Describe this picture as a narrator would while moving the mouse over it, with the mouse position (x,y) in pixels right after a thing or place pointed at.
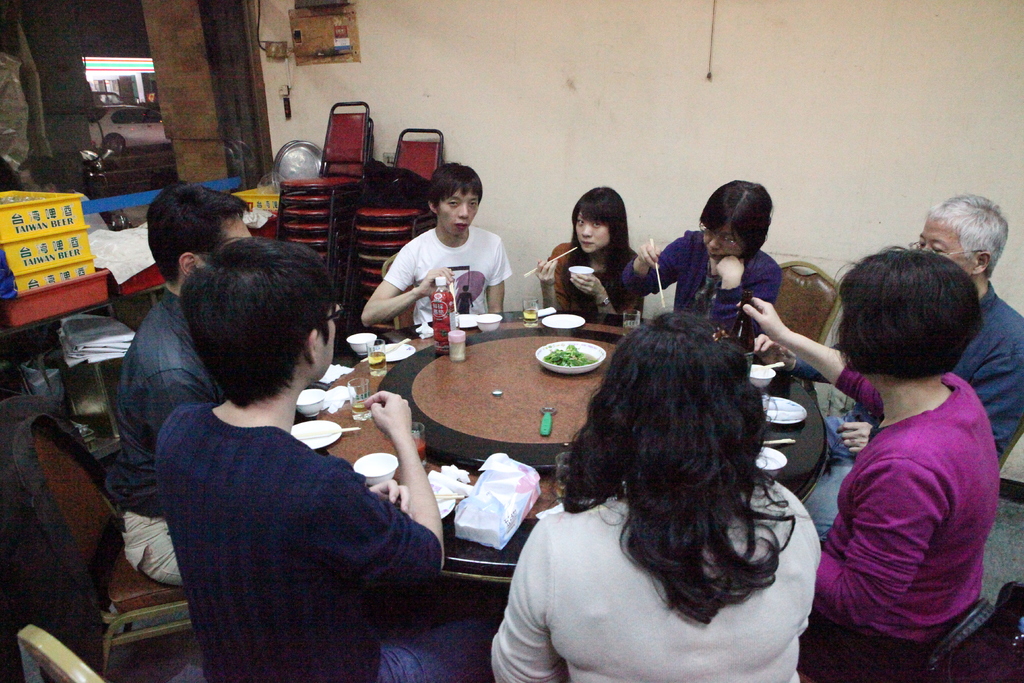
On the background (665,82) we can see a wall (621,63) and a socket (285,50). we can see empty chair (374,211) here. Through window glass (141,150) we can see a car (114,108). We can see all the persons (177,362) sitting on chairs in front of a table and on the table (437,366) we can see bottle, bowls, drinking glasses (385,370), tissue papers (478,482), opener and green veggies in a bowl (576,369).
